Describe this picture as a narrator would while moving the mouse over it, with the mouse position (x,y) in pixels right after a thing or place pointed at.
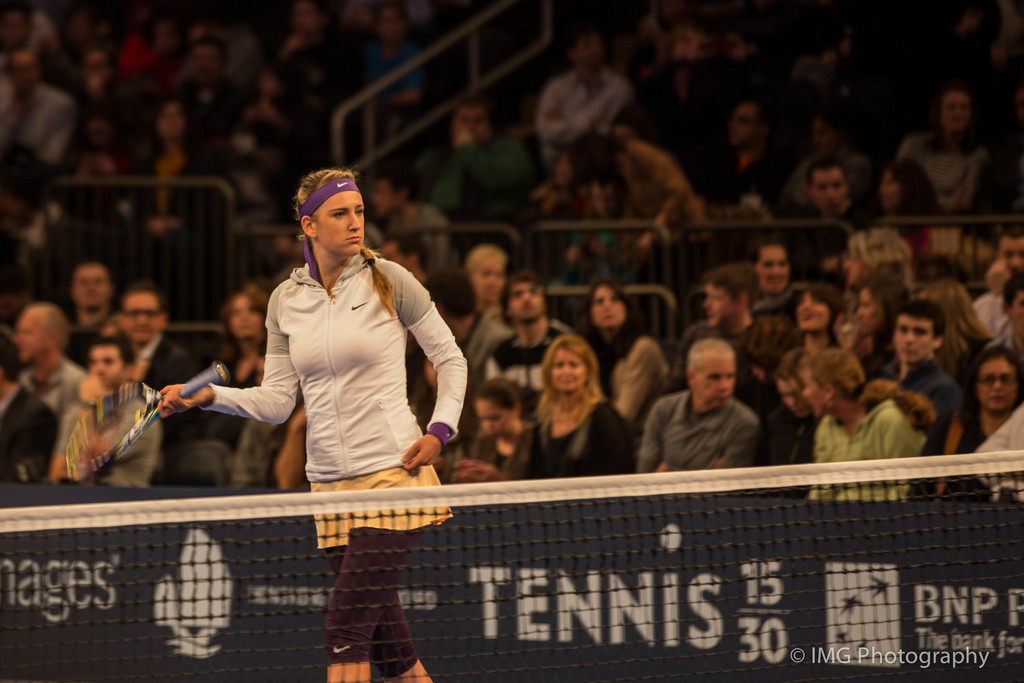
This person (237,391) standing and holding bat (95,428). This is net (446,546). On the background (468,446) group of people (600,202) sitting.
